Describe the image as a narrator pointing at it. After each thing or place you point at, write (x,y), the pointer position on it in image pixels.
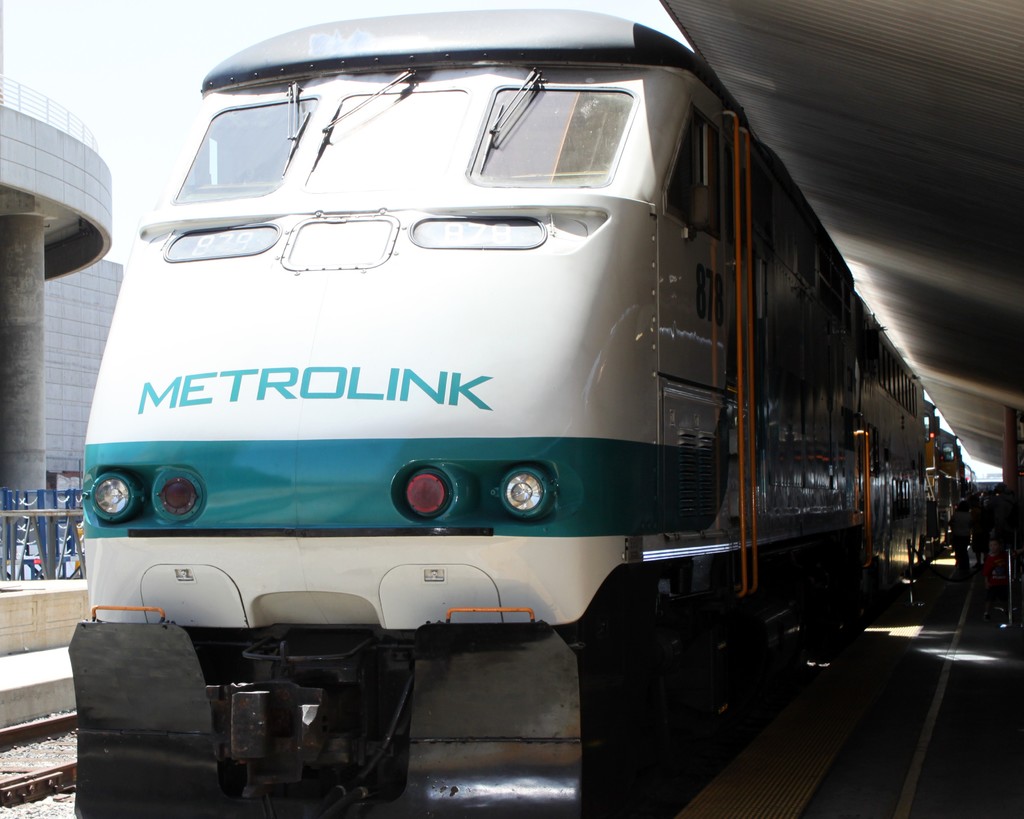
In this image, we can see a train (675,298), we can see the railway platform (923,692), at the top (146,48) we can see the sky (146,60).
